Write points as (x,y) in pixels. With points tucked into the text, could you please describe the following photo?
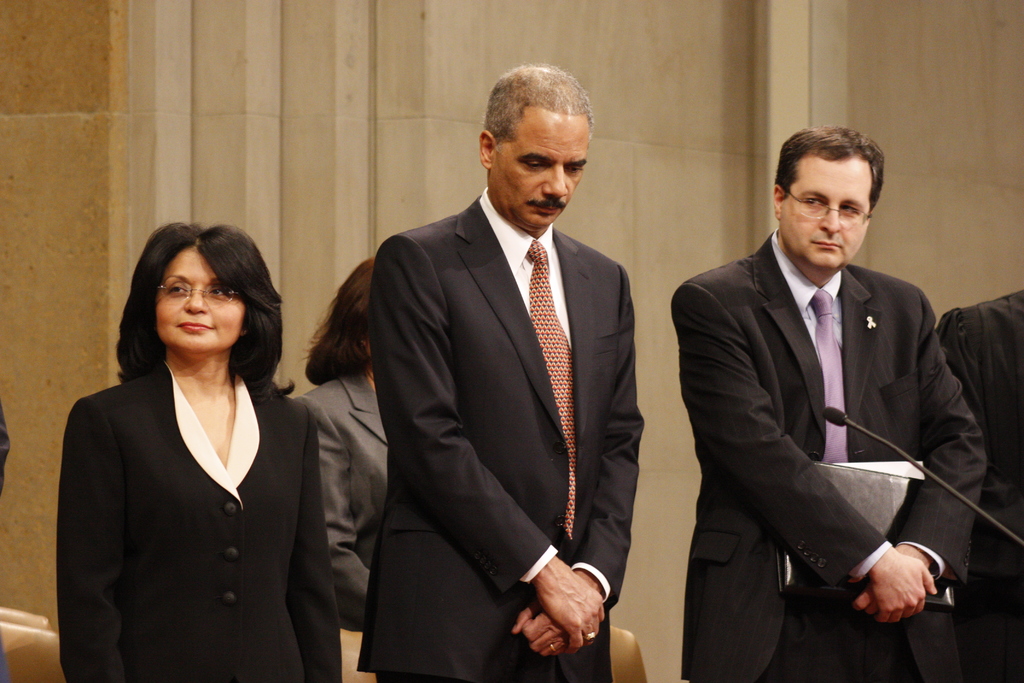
In this image, we can see a group of people (521,453) are standing. Here a person (745,622) is holding a file (883,532). On the right side (996,524), we can see a microphone (996,524). Background (695,231) there is a wall (698,215). Here we can see two people (254,297) are wearing glasses (221,301).
